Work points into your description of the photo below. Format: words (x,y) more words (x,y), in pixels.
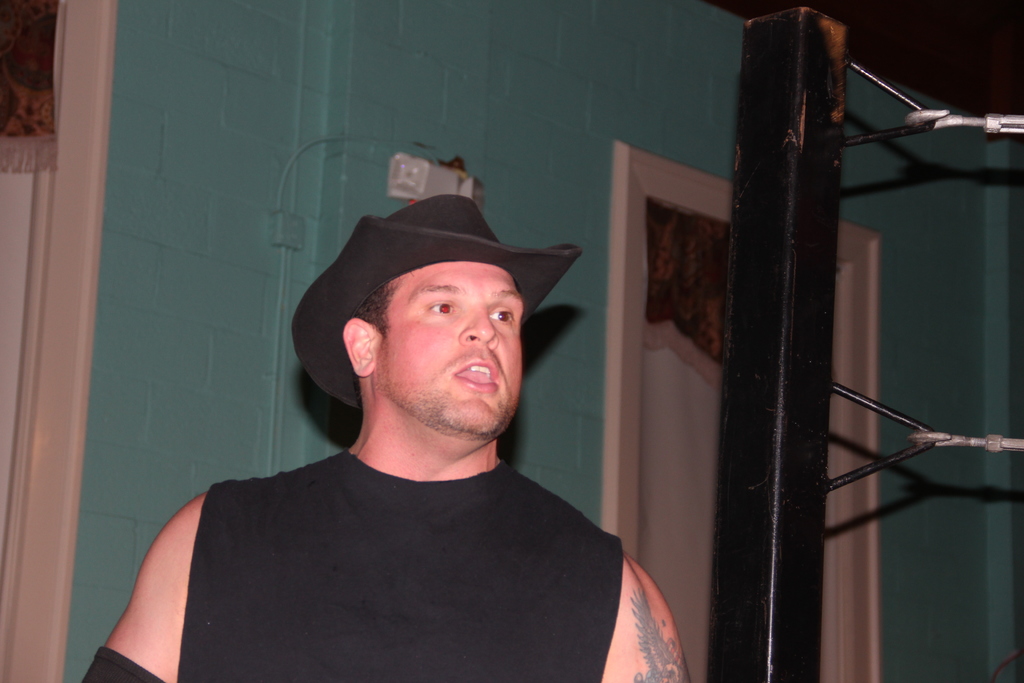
In this image I can see a man (421,464). The man (421,464) is wearing a black color hat (425,247) and a black color top (400,613). In the background (343,206) I can see a wall (521,217), a metal pole (748,382) and some other objects (711,299).
